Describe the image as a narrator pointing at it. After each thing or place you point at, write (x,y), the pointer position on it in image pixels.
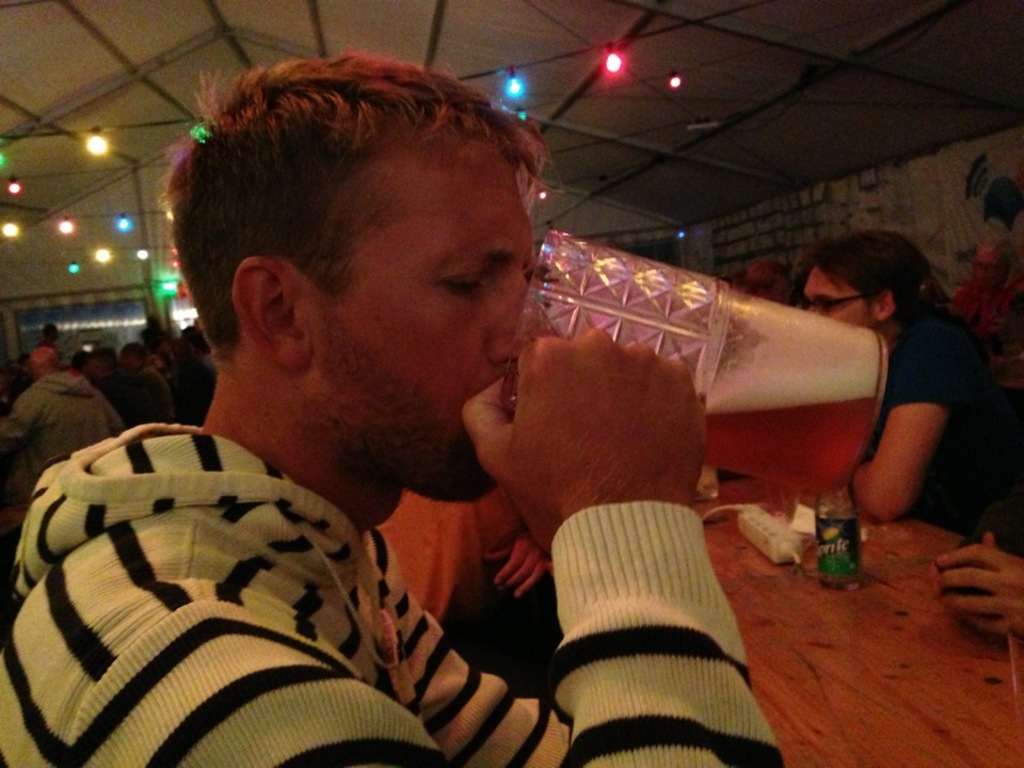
There is a person (212,420) holding a glass (724,386) and drinking. In front of him there is a table (861,674). On that there is a bottle (823,527) and some other items (791,550). In the back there are many people (909,371). On the ceiling (57,124) there are lights (93,153).
